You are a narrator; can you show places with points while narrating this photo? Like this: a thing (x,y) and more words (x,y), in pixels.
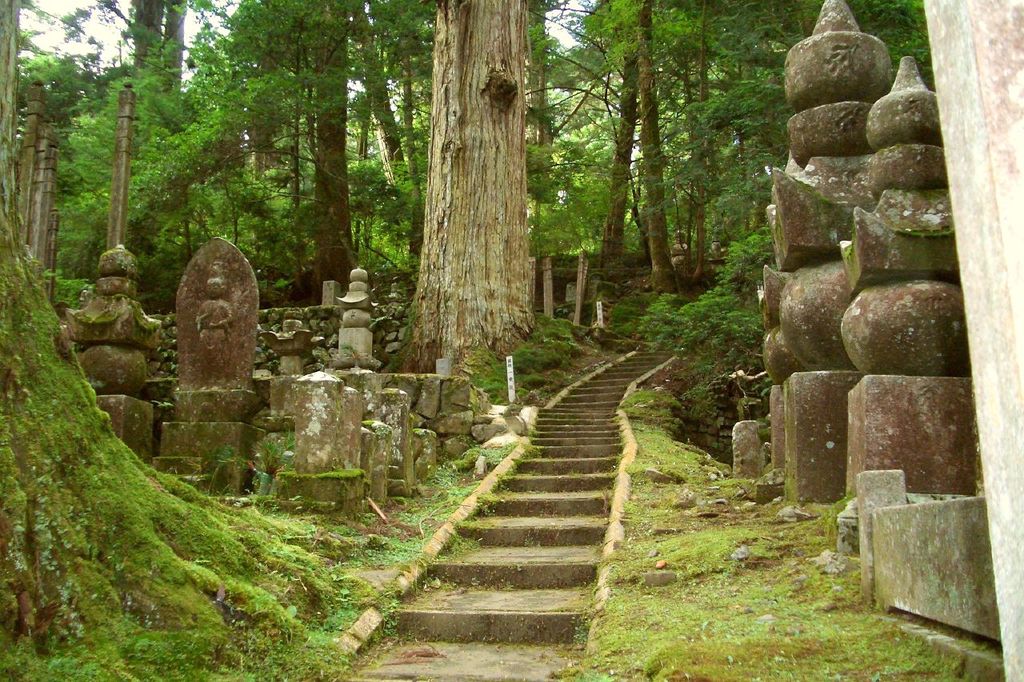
On the right (708,488) there are trees (773,59), sculptures (802,302) and grass (694,454). In the center of the picture (567,249) there are trees (534,214) and staircase (569,457). On the left (297,350) there are sculptures (235,307), trees (215,107) and grass (271,502).
